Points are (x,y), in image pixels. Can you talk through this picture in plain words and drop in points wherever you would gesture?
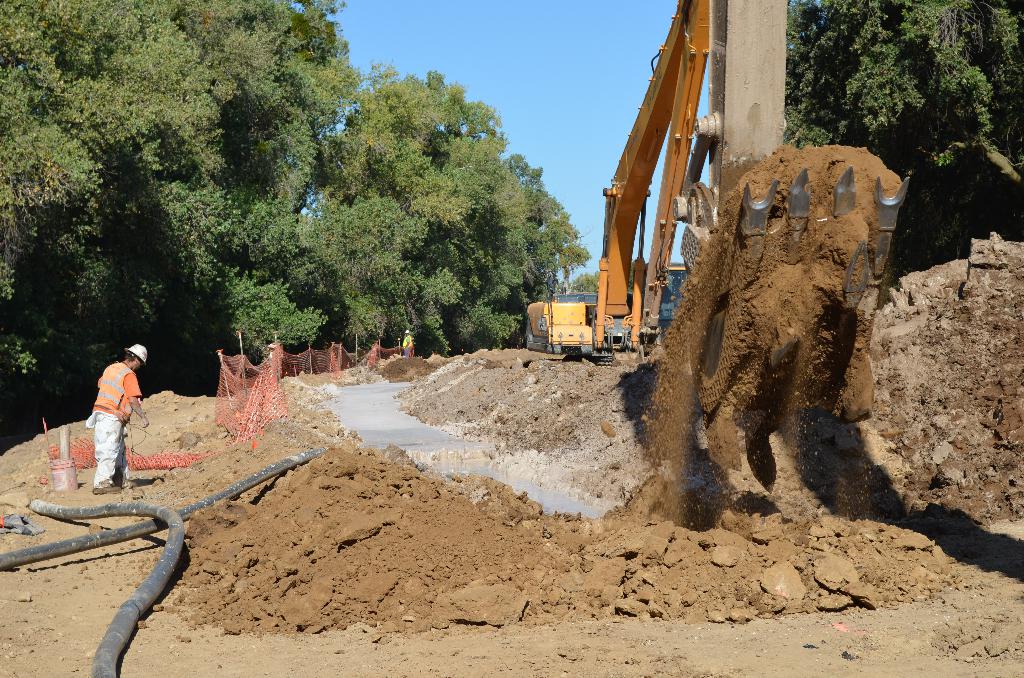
In the image there is a crane (799,239), it is lifting a lot of soil (773,321) and around the crane (535,325) the land (65,580) is covered with soil (158,409) and on the left side (99,426) there is a person (98,463), behind him there are few pipes (107,540), around the soil (189,423) there are trees (187,225).
